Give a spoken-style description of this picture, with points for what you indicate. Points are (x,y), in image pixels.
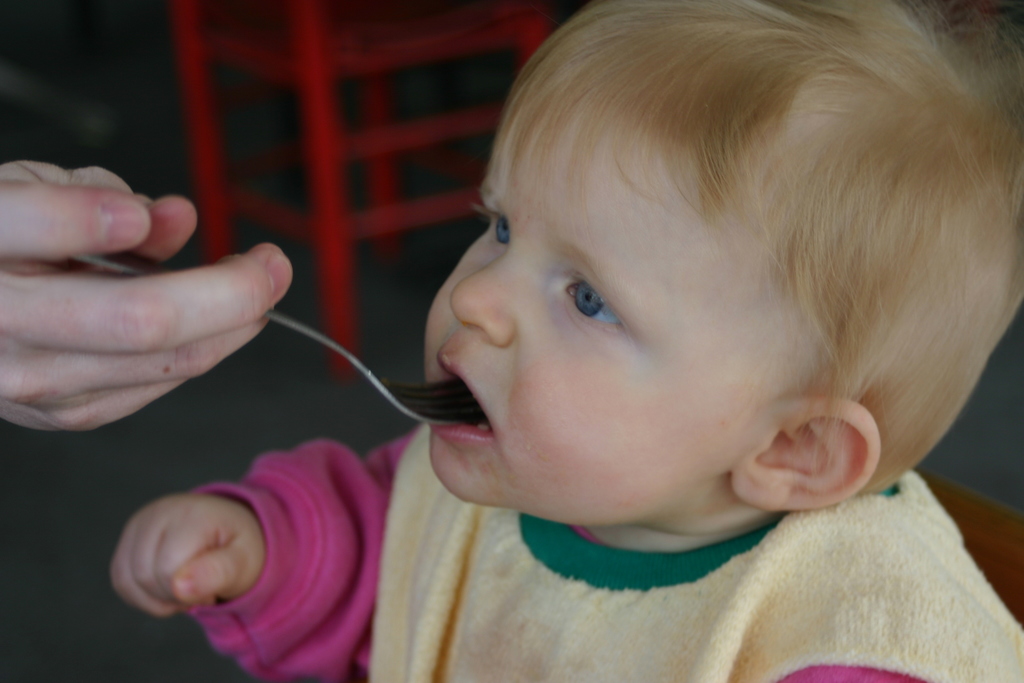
In this image I can see a baby (616,321) facing towards the left side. On the left side (42,300) there is a person's hand (58,270) holding a fork (358,368). It seems like this person (66,324) is feeding to this baby (529,416). In the background (382,142) there is a red color object (311,190) in the dark.
